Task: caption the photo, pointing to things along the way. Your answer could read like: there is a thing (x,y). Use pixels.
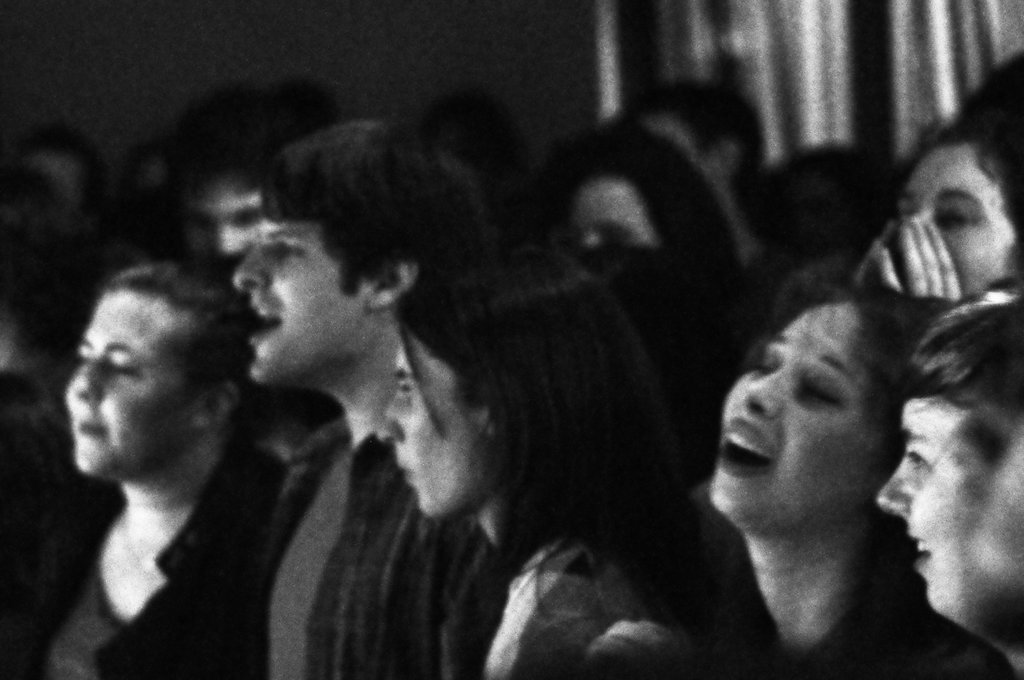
This is a black and white image, I can see a group of people (391,327) and there is a blurred background (52,33).
